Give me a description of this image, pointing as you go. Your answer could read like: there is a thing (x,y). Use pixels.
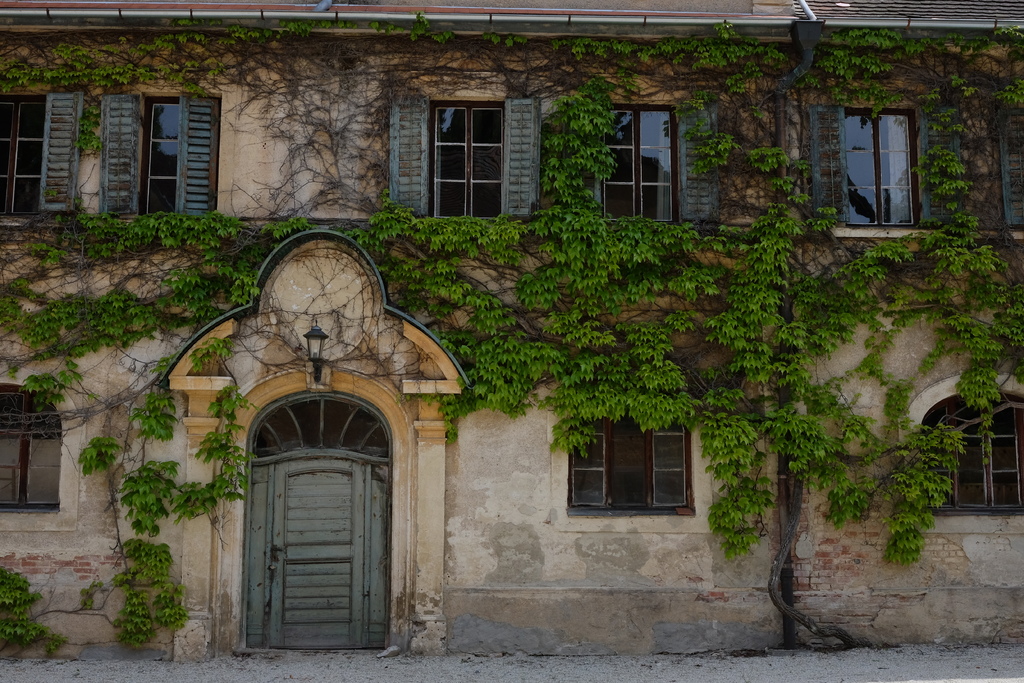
This is the picture of a house (901,374) to which there are some windows (345,425), door (362,466), lamp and some poles (421,430).
